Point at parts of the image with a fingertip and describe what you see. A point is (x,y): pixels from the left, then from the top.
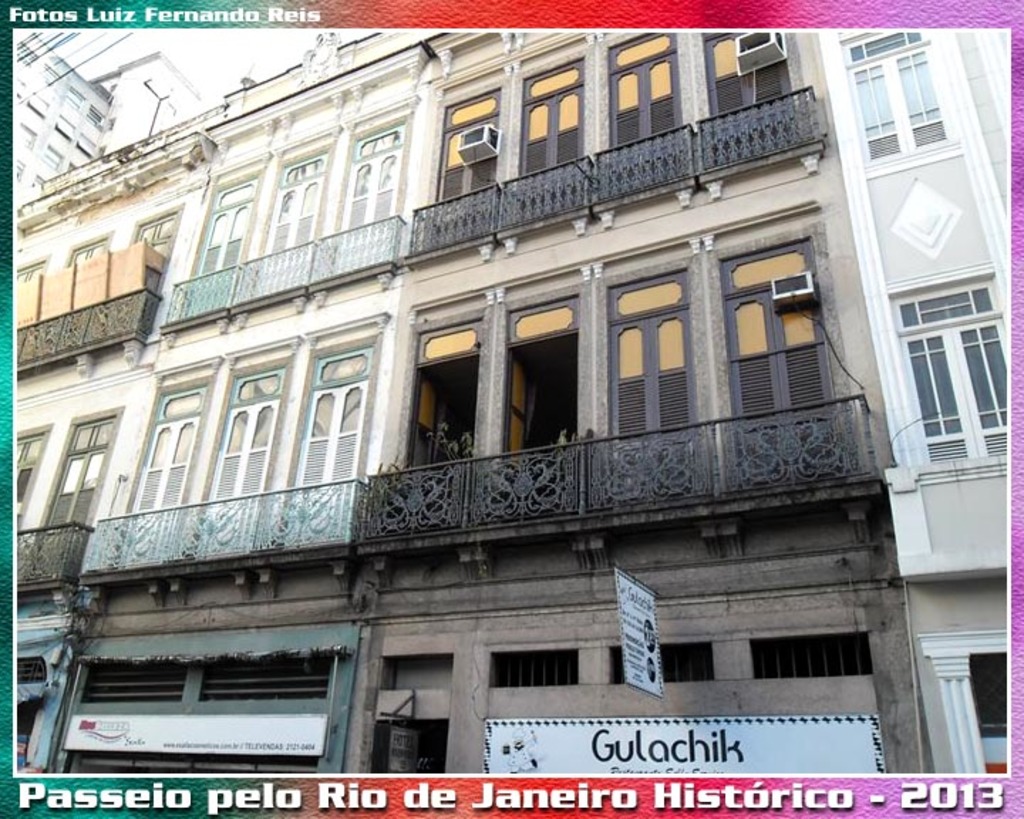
In the foreground of this image (258,301), there are buildings (517,274), railings (545,486) and few boards (592,739).
